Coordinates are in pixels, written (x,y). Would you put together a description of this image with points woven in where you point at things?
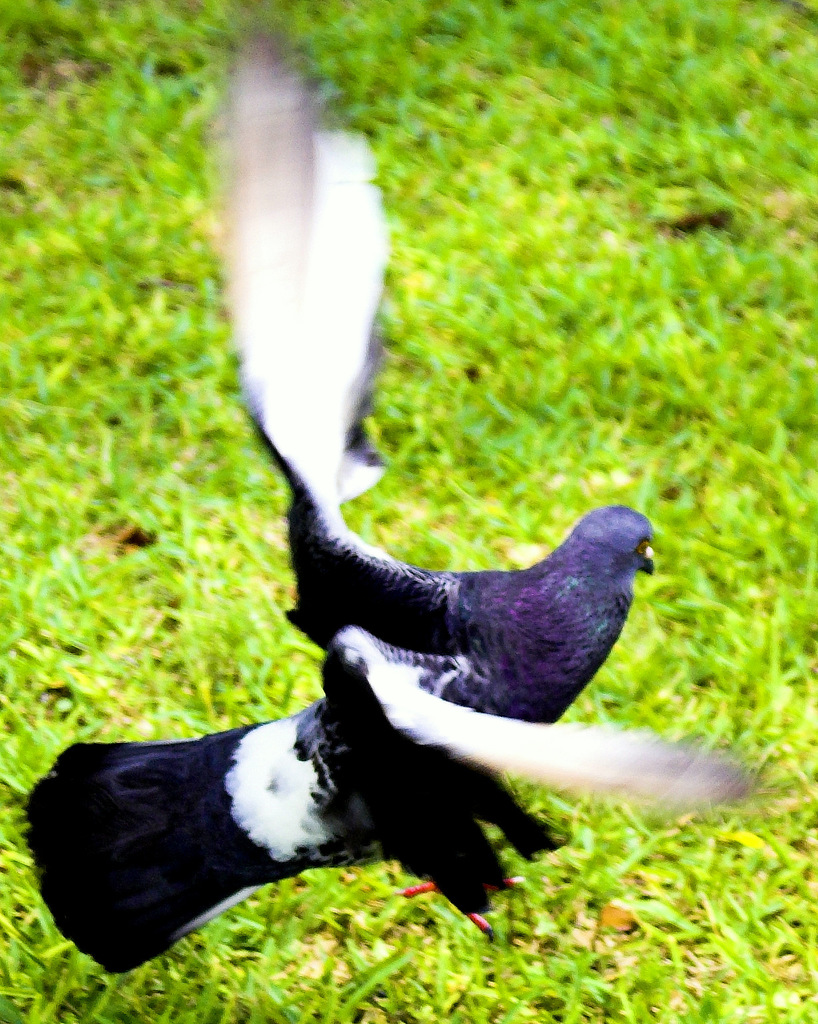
In the picture we can see a grass surface (274,577) on it we can see a bird (320,780) standing with its wings (305,471) open, the bird (333,780) is blue in color with white color wings (320,476) and black color tail (56,778).
